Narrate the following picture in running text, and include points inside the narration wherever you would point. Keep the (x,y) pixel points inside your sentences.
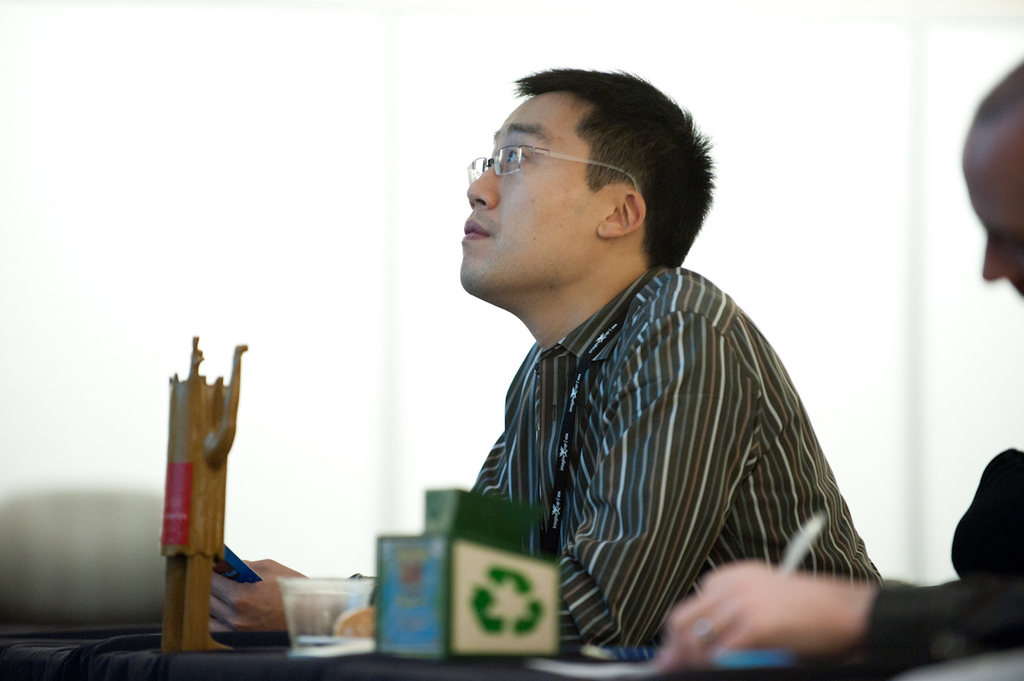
In this image a person (706,431) wearing a shirt (643,462) is sitting before a table (274,673) having cup (309,615), box (406,614) and wooden stand (189,550) on it. Person (566,633) is wearing spectacles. Right side (778,594) there is a person (962,554) holding a pen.
